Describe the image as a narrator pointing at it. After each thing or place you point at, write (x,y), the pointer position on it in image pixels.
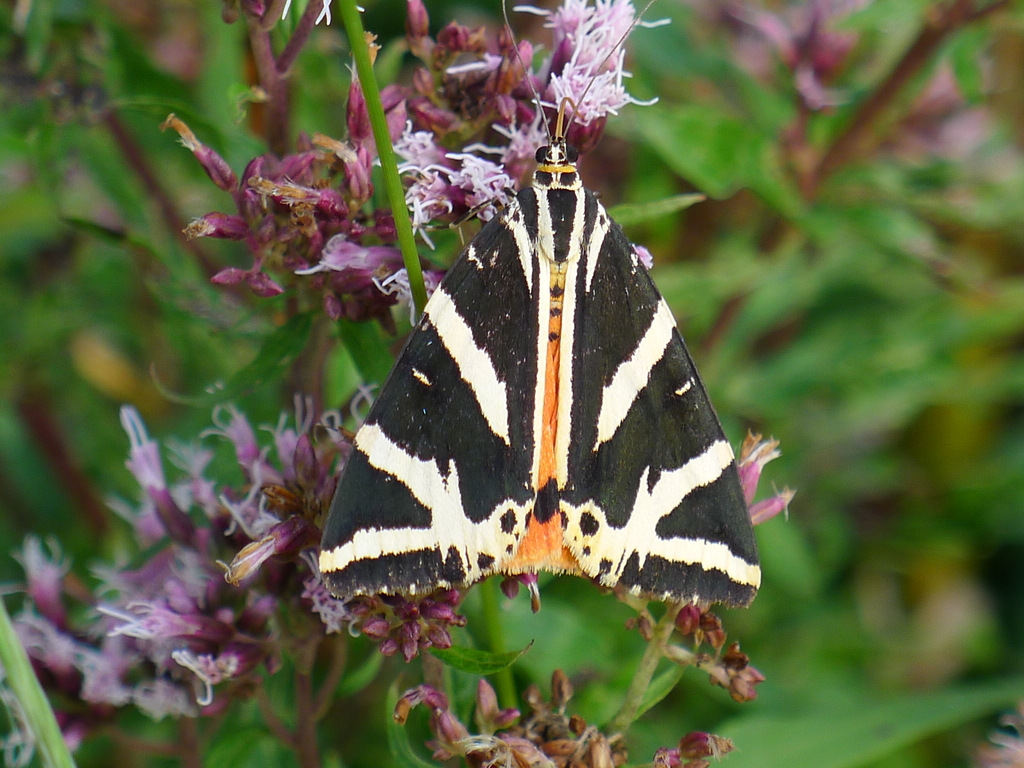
In this image we can see an insect (486,305) on the flowers (567,137) and blur background (852,251).
